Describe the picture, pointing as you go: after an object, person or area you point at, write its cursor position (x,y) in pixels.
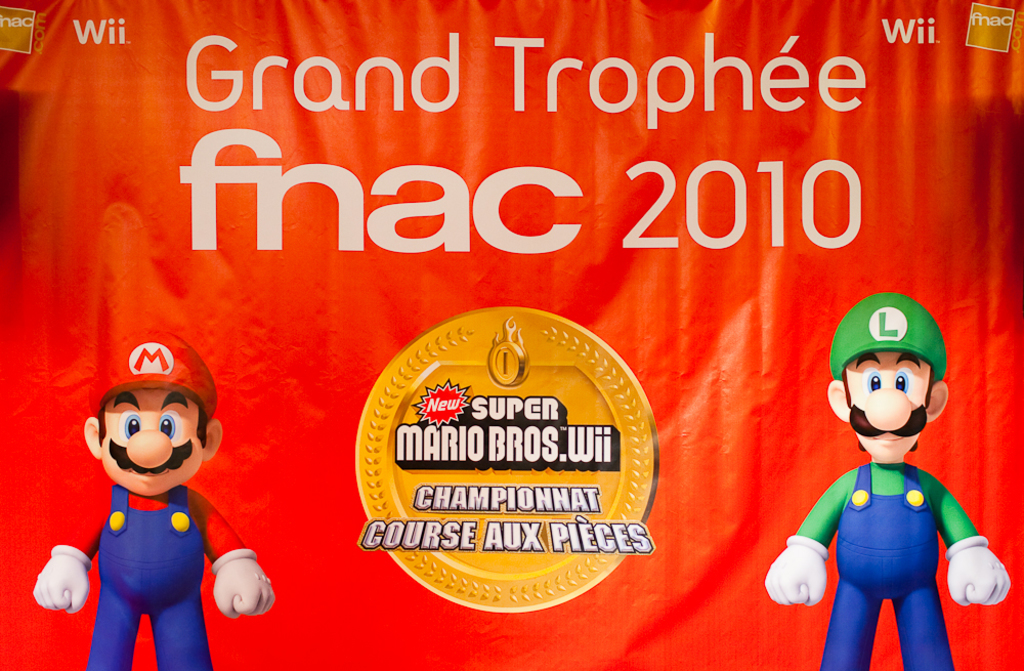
This picture is a banner (492,259). In the center of the image (574,436) we can see a text (474,491) and logo (440,434) are present. On the left (217,429) and right side of the image (875,571) cartoons (769,579) are there.
